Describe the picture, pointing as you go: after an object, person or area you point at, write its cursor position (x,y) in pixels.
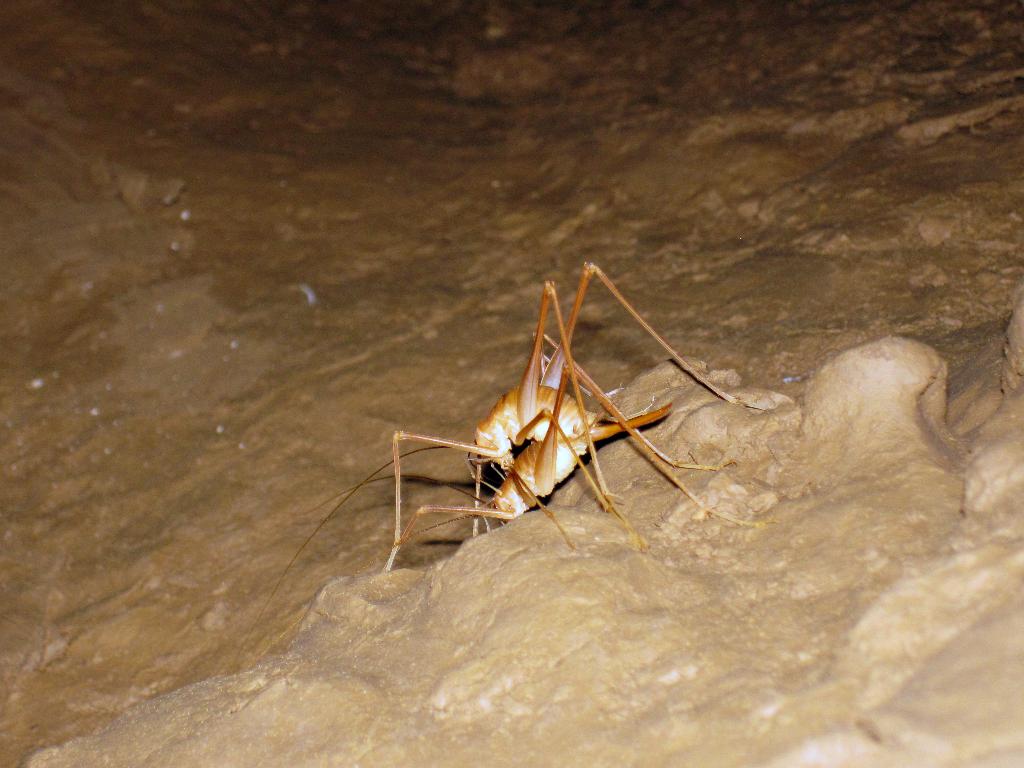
In this image there is a insect (478,460) on the surface (618,572).
